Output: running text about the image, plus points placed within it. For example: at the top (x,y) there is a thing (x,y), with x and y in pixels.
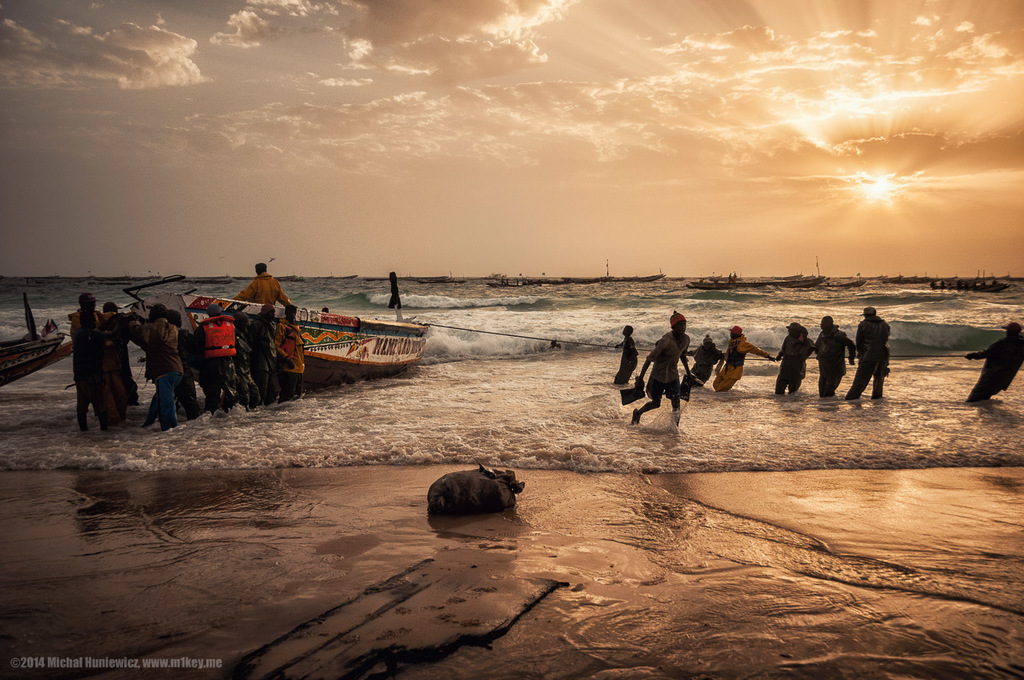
In this image I can see few persons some are standing and some are walking. In front (357,338) I can see a boat (361,350) on the water (334,304), in the boat (345,317) I can see a person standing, background (362,189) I can see the sky (808,216) in white and orange color.
